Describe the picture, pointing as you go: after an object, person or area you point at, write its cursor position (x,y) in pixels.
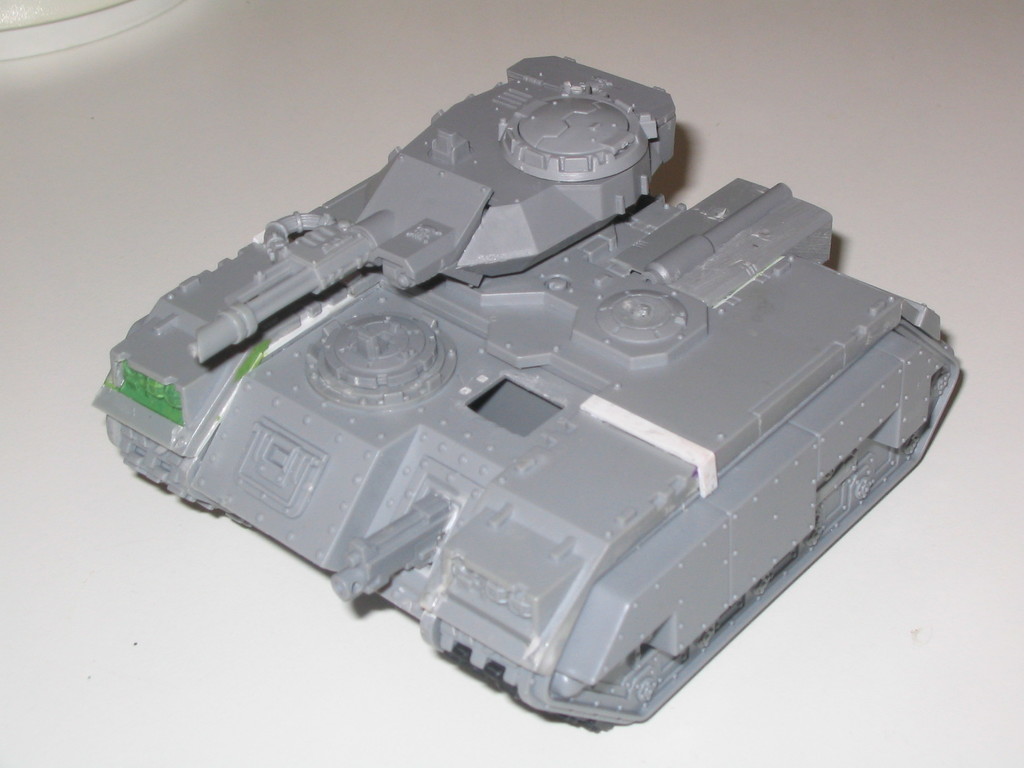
In this picture, we see the tank toy (553,306). It is in grey color. In the background (130,25), it is white in color.
